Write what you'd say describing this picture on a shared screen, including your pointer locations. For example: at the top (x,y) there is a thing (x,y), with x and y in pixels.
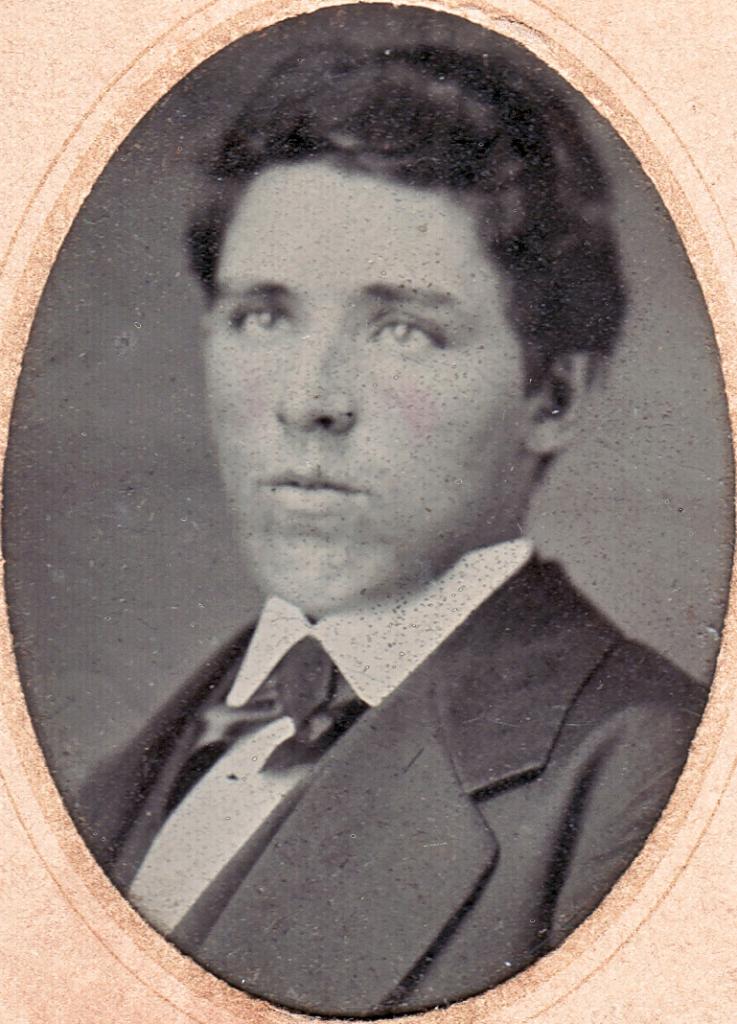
In the center of the image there is a depiction of a person (603,233).
